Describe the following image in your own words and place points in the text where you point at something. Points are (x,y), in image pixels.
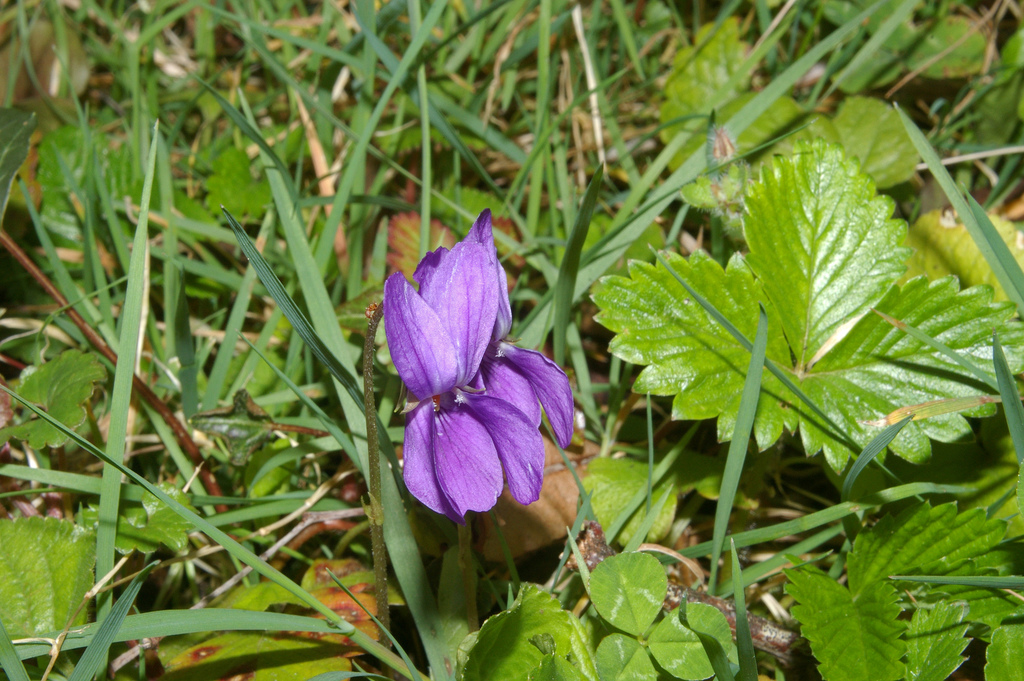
In this picture there is a purple color flower (480,495) in the center of the image (567,428) and there are small plants (723,393) around the area of the image.
